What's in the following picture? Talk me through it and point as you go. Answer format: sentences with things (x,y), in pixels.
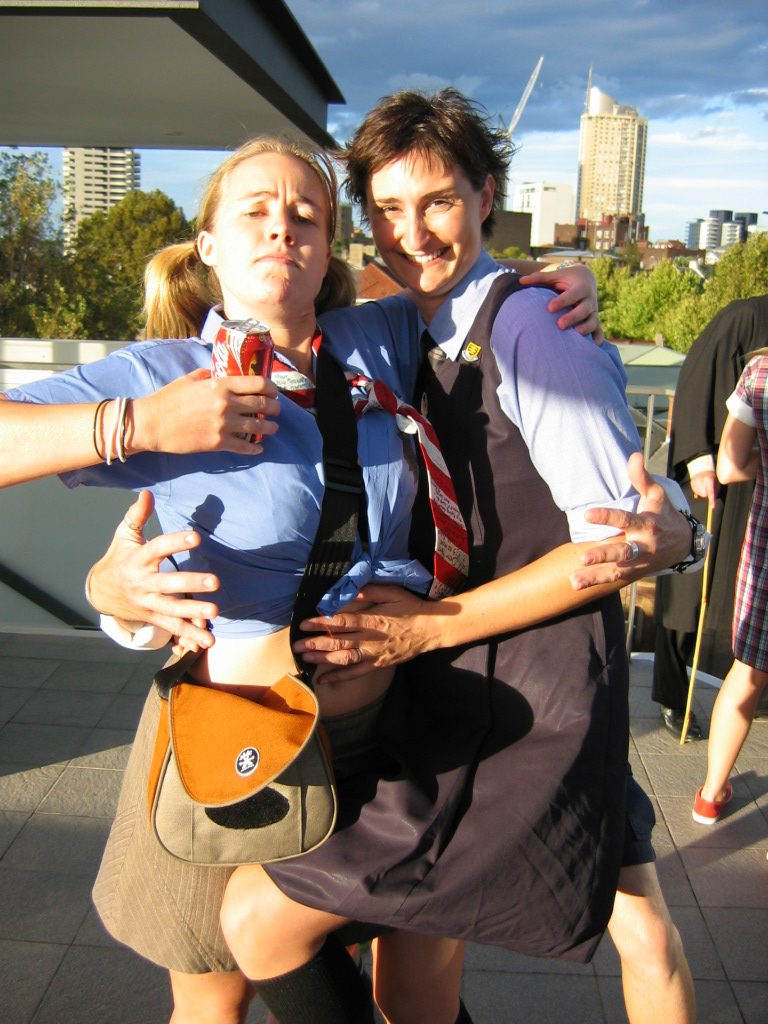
Two women (394,461) with school uniform (415,522) stood in the front (381,871) and over the background (607,197) there are big buildings (613,188) and trees (103,227), and over the top sky (703,128) is filled with clouds (690,73). The woman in the front (346,349) holding a coke tin (253,357).
